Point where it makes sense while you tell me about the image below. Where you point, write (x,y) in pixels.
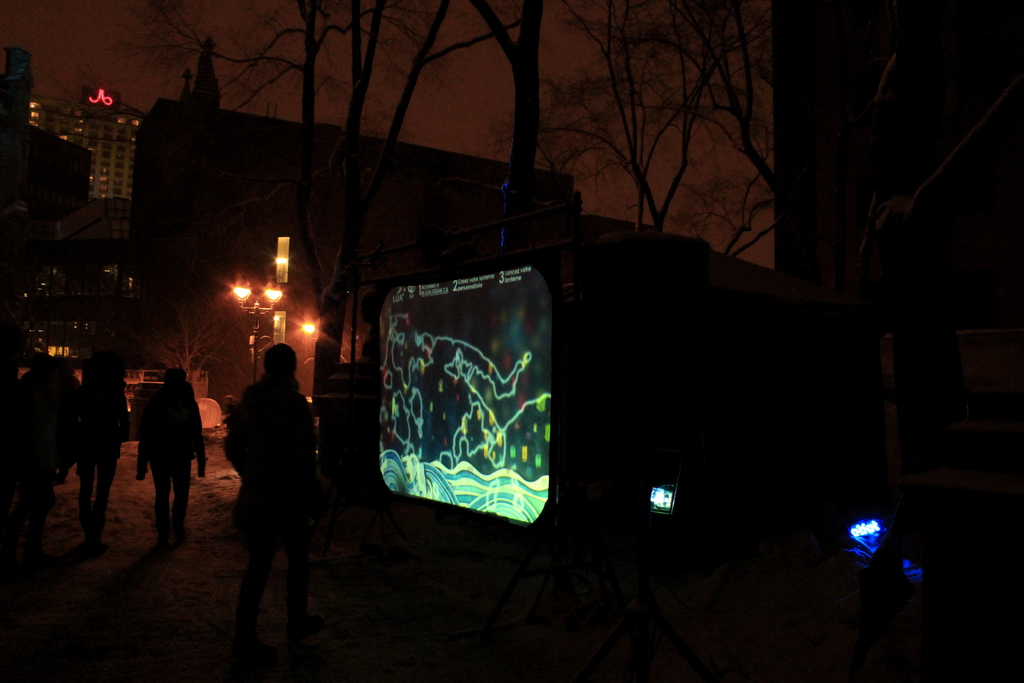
In this picture there is a group of persons (162,478) walking in the walking area (190,614). Beside there is a projector screen (416,470). In the background (184,282) there are some building (102,270) and street light poles (261,306).
